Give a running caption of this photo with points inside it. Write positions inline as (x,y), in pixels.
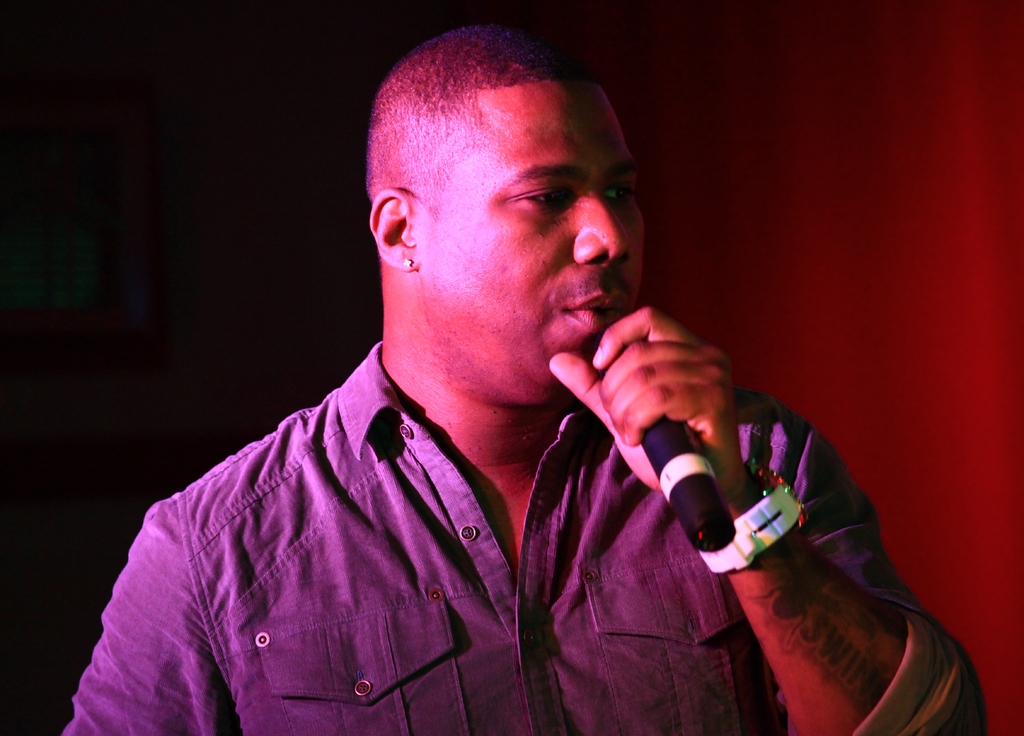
In this image there one person (551,541) standing in middle of this image (523,465) and holding a Mic (686,458).
